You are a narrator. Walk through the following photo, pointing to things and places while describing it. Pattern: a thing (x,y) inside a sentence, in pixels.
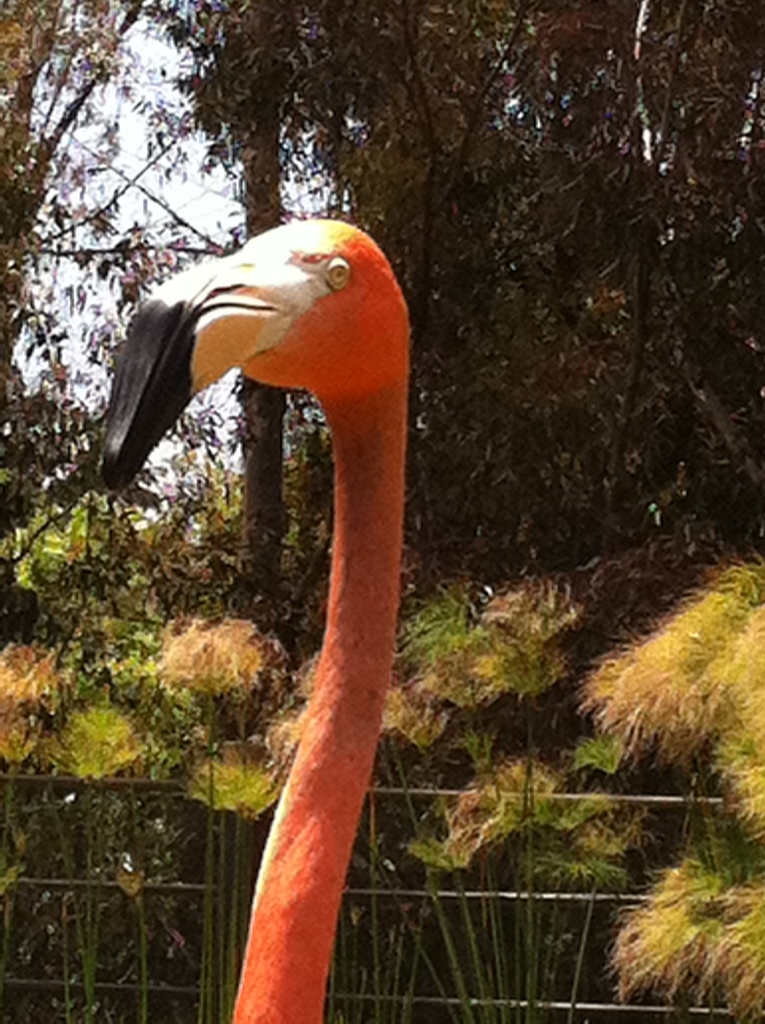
In this picture I can see there is a bird (343,530), it has a long neck (279,960) and a long beak (204,347). There is a fence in the backdrop (373,896) and there are plants (551,635), trees (506,180) and the sky (199,148) are clear.
